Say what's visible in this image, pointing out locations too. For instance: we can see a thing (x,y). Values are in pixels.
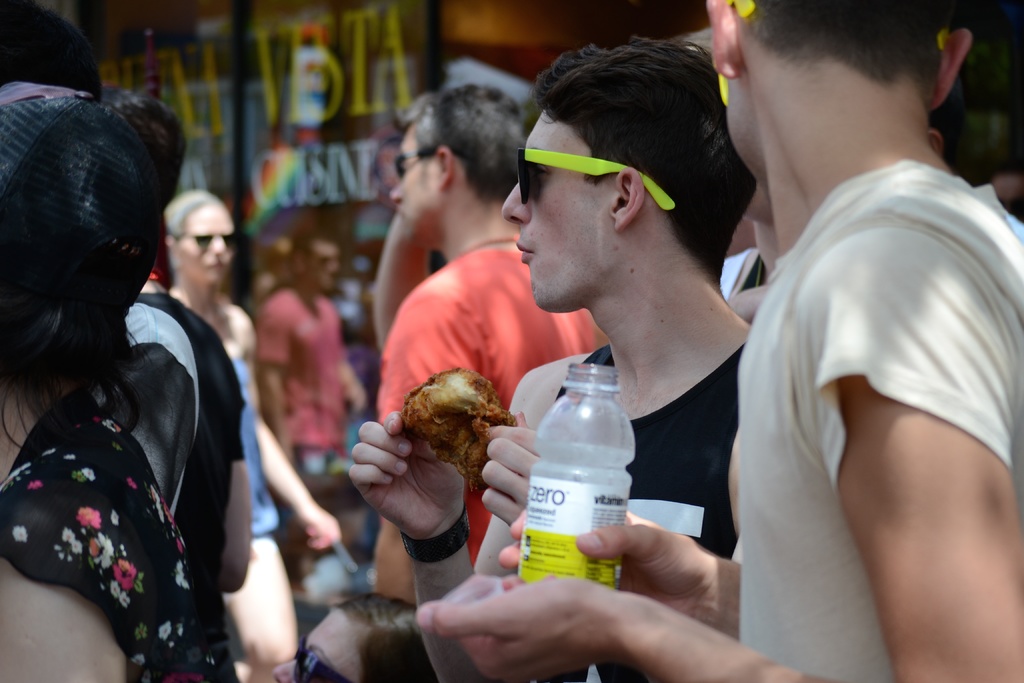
people (97,401) are standing on the street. the person (840,435) at the right (871,297) is wearing a cream t shirt (813,425) holding a bottle (574,487) in his hand (560,585). behind him a person (702,424) is standing wearing a black t shirt (669,423) and holding a food item (414,418) in his hand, he is wearing black and yellow goggles (584,166). behind him a person (480,316) is standing wearing a red t shirt (444,313). at the back (330,70) there is a banner (335,63).
